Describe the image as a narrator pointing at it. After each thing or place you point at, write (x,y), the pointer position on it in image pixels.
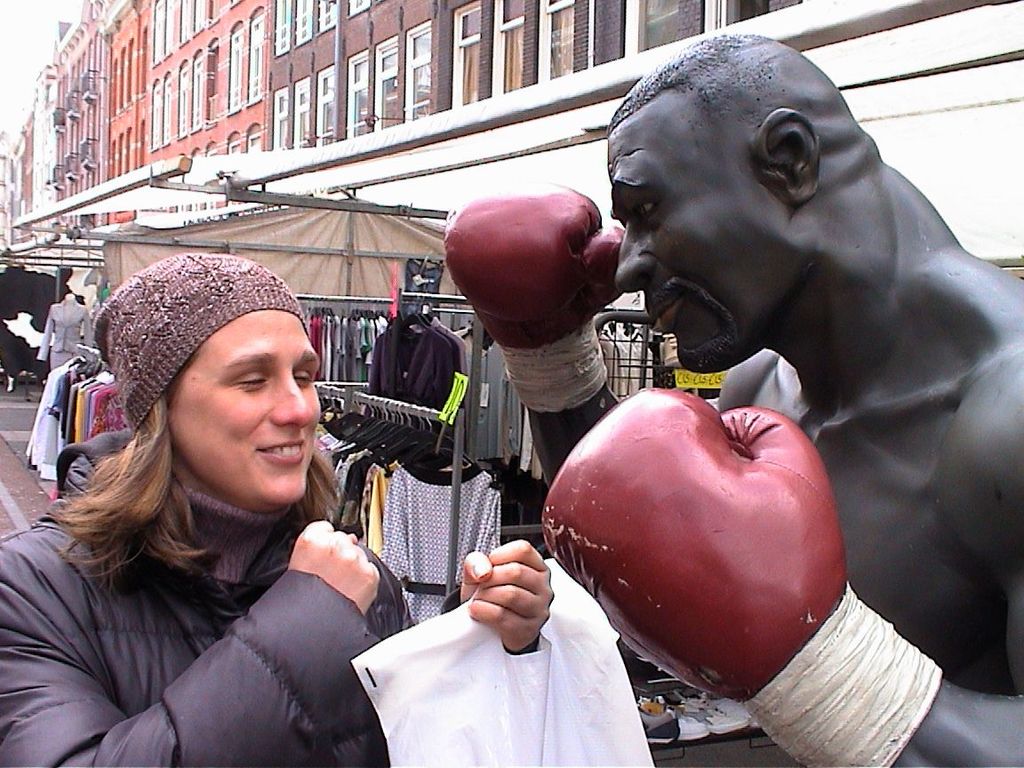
In this image we can see a woman (496,554) holding a cover (470,693) standing beside a statue (721,568). On the backside (446,344) we can see the clothing (424,343) hanged to the hangers (428,443), a mannequin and a group of buildings (169,123) with windows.
